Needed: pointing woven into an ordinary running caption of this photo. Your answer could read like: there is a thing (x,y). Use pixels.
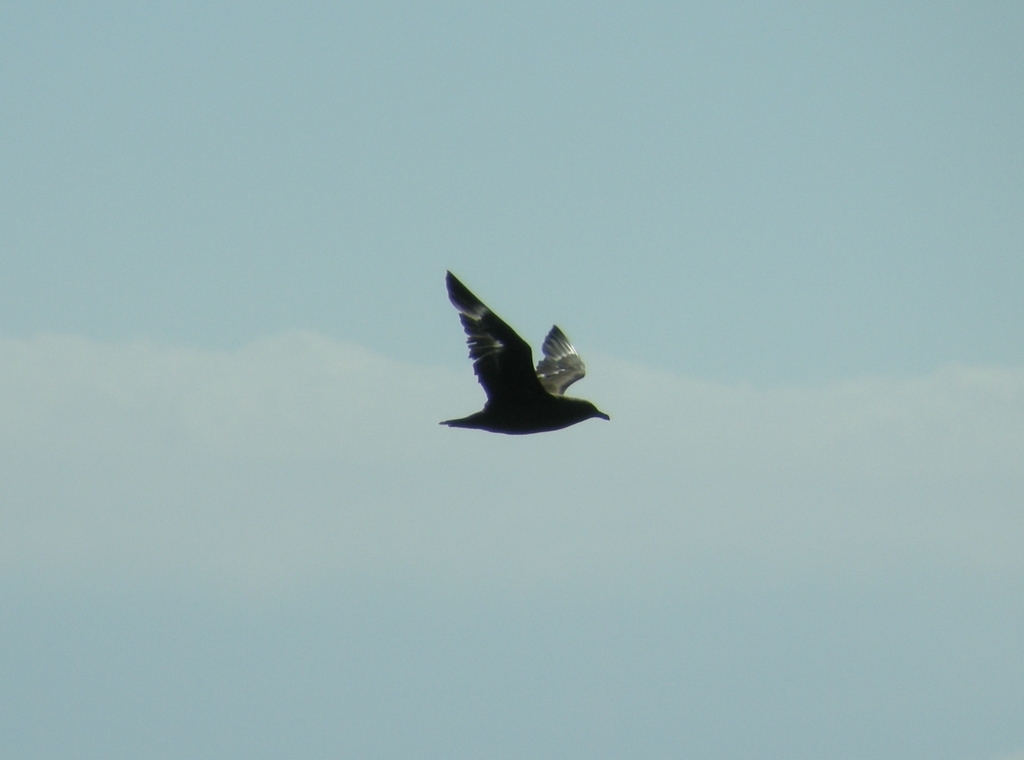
In this image we can see a bird (517,365) flying in the air (555,433). In the background (199,285), we can see sky (570,696) with clouds (765,519).
